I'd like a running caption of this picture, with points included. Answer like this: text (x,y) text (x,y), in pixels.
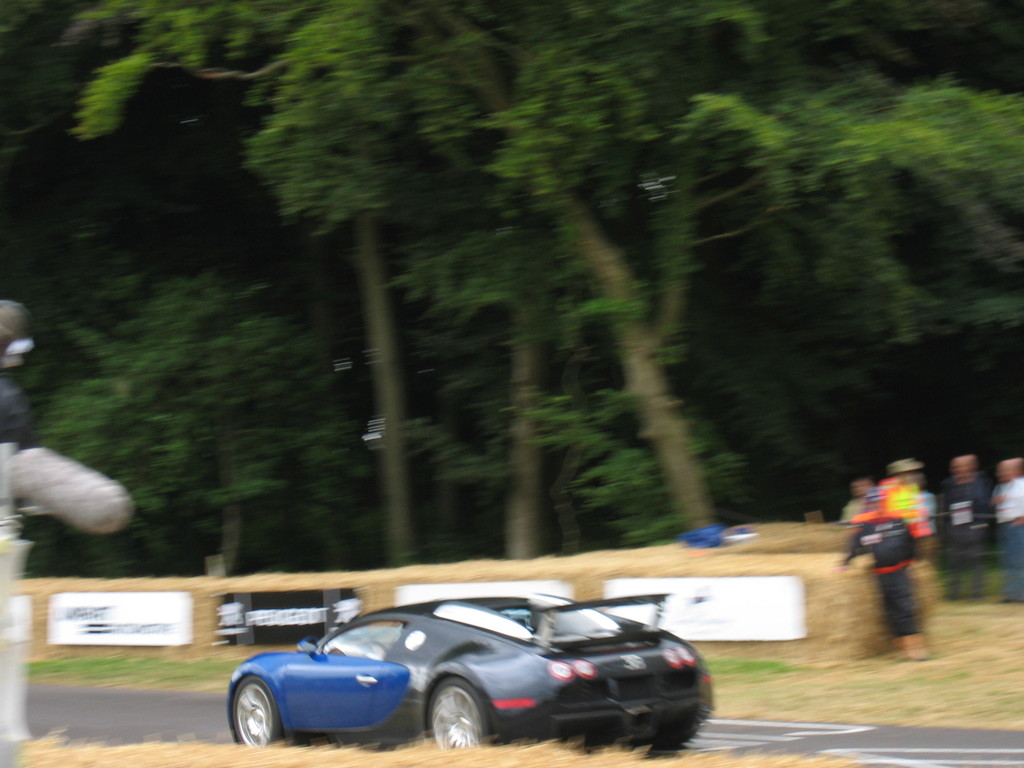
In this image there is a vehicle (435,657) on the road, there are few people (907,591) few trees (523,436), some boards (51,628) attached to the wall (819,600) and some objects (725,540) on the wall (657,549).
